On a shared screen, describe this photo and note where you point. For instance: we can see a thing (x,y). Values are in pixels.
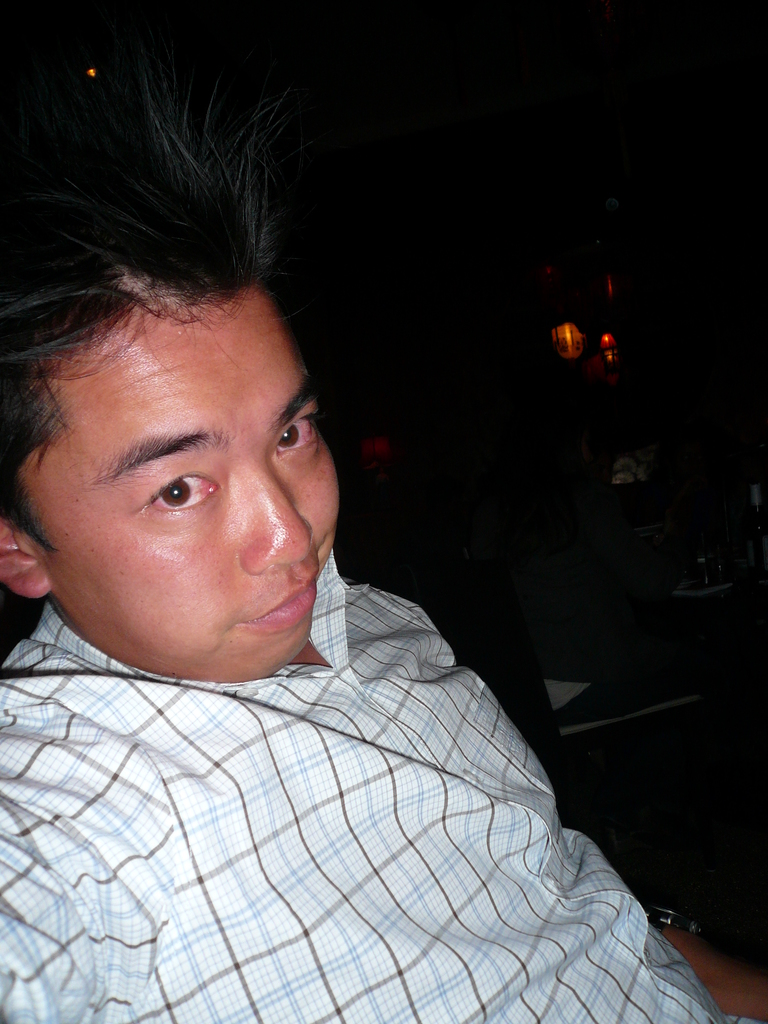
In the image there is a man (302,968) with white and black checks shirt (352,827). Behind him there is a person (609,567) sitting on the chair (518,654) and also there are lights (571,345) in the dark background.
